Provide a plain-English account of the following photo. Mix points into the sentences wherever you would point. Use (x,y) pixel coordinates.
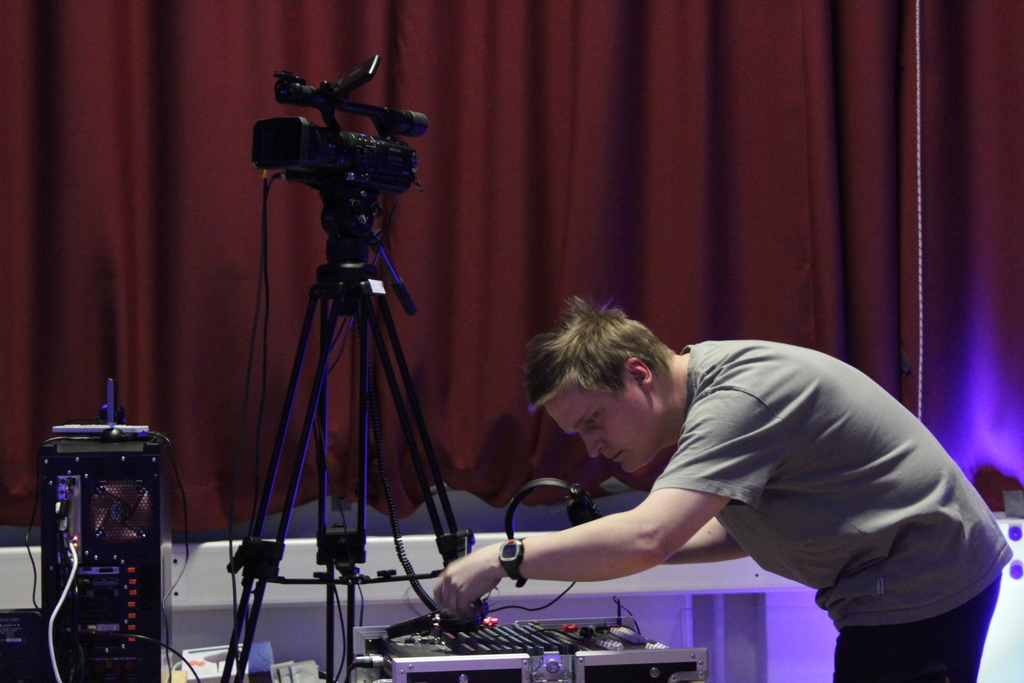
In this image I can see a person (902,619) wearing grey and black colored dress (902,619) is standing and holding few objects (465,611). I can see few electronic equipment (512,635) in front of him and a camera (326,164) which is black in color. In the background (518,166) I can see the brown colored curtain (579,170).
